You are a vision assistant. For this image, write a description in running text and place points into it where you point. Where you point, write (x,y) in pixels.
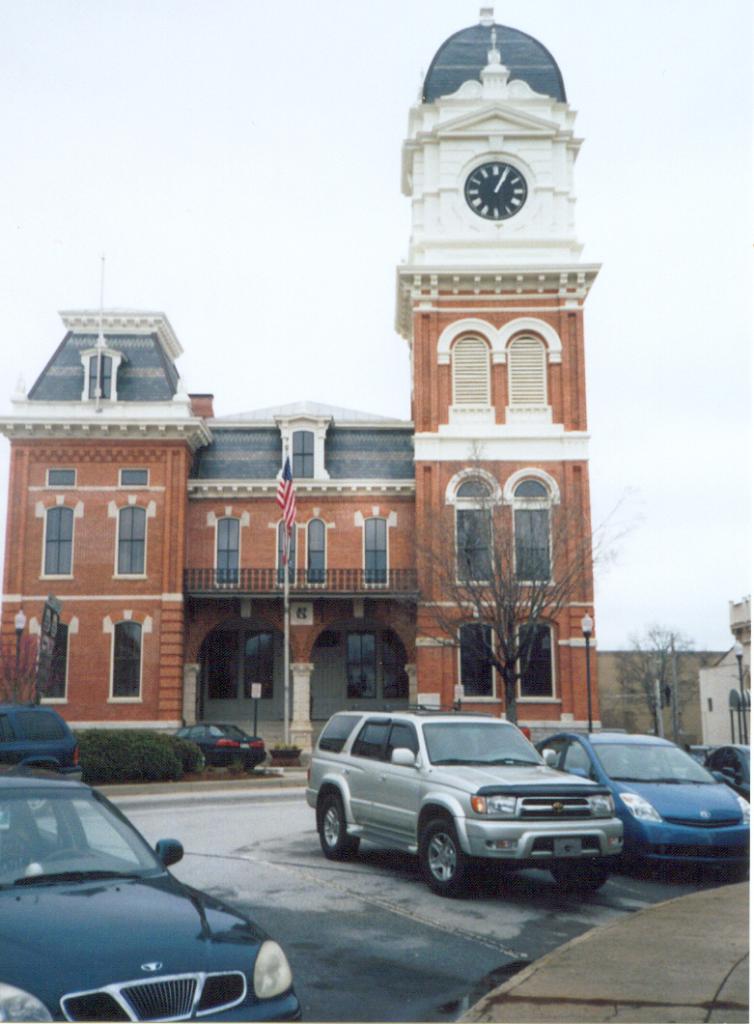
There are vehicles (10,903) in the foreground area of the image (107,891), there are lamp poles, trees (534,532), buildings (395,489) and the sky (19,339) in the background (503,140).
